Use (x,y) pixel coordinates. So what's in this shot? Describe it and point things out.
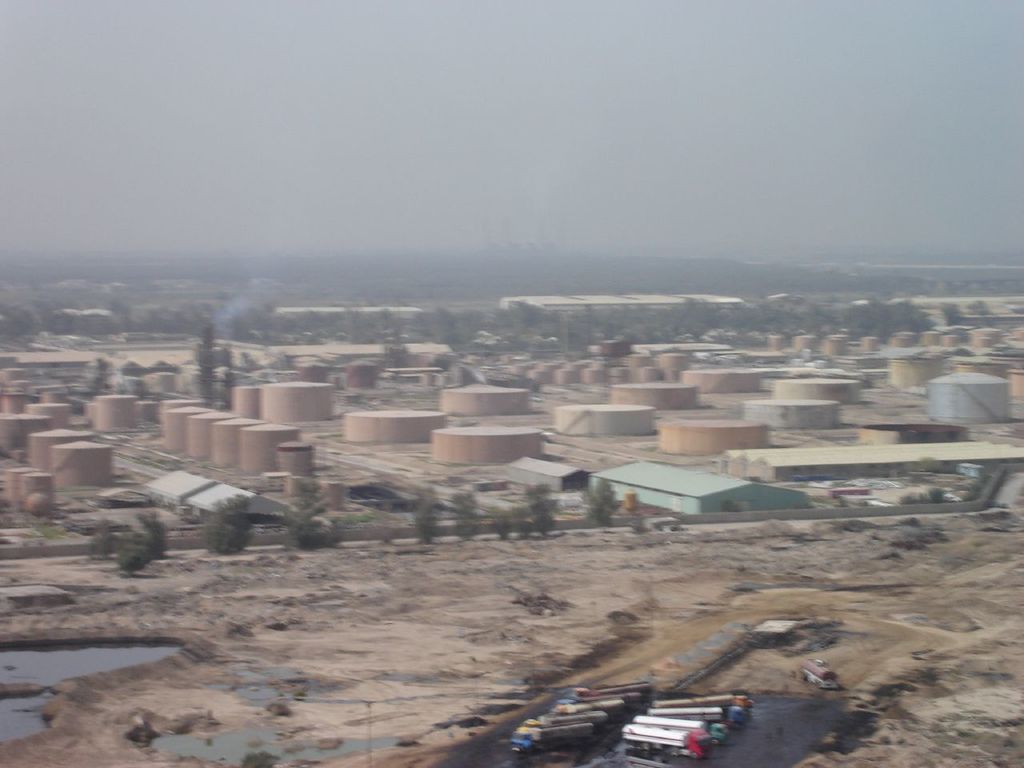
In this picture we can see shed (697,480), round buildings (527,431), trees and plants (428,528). On the top (653,150) we can see sky (645,165) and clouds (656,134). On the bottom (568,697) we can see some machines (677,739) in this black area (753,746). On the bottom left corner (44,653) we can see black liquid (40,666).
